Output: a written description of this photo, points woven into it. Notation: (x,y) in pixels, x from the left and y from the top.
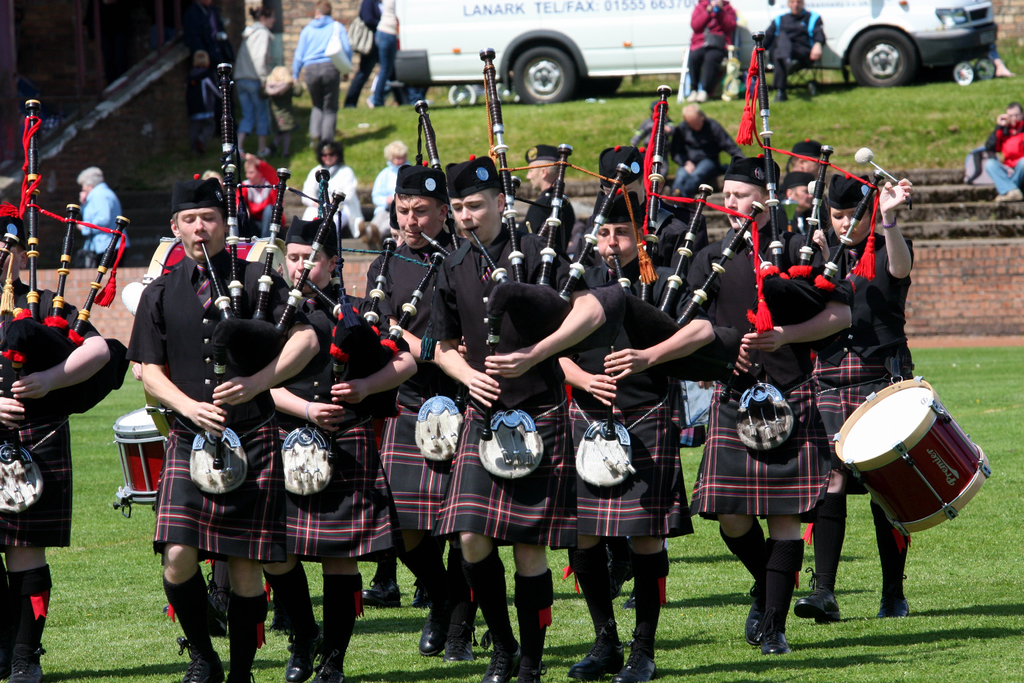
In this picture there are group of people (698,333) who are playing a musical instrument (392,340). At the background (526,47) there is a vehicle (538,57).
